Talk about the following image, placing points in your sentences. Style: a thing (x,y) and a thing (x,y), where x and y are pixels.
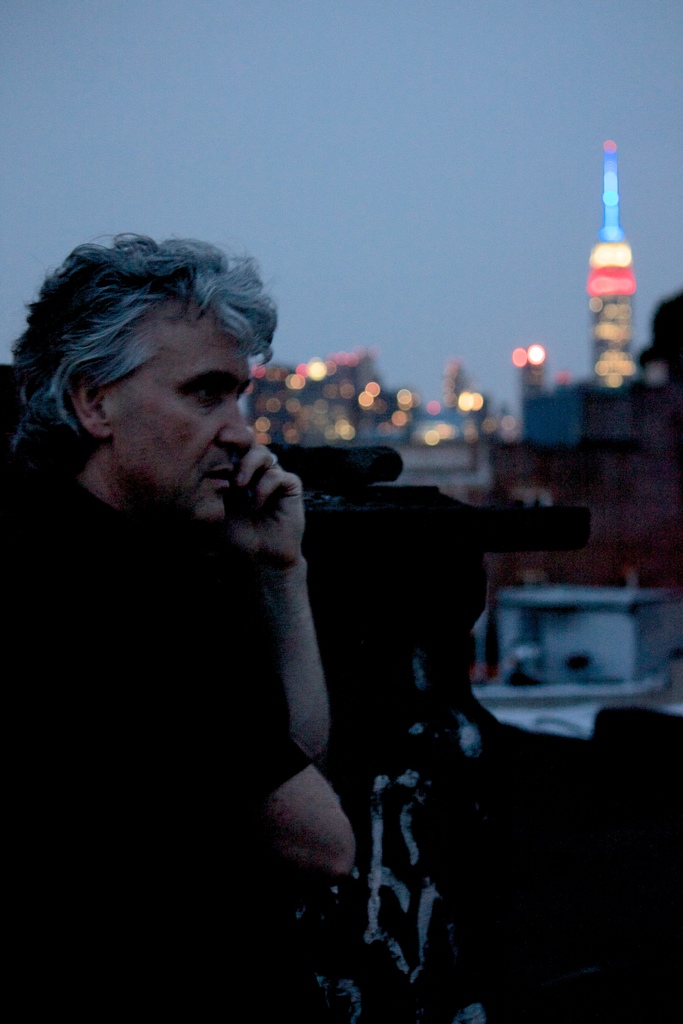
In this picture there is a man (165,914) standing. At the back (613,422) there are buildings (606,428) and there are lights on the buildings (455,460). At the top (256,245) there is sky (247,188). In the foreground (666,789) there might be an object (671,821).
